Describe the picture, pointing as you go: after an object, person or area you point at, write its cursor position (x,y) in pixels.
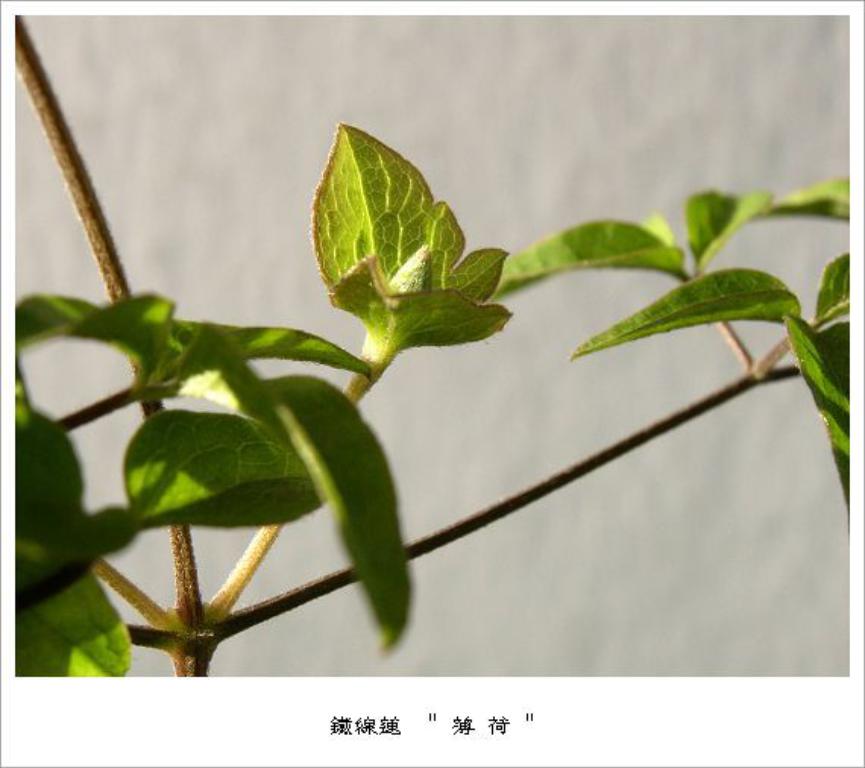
This is an edited image of a plant (407,236), and there is blur background (807,557).
